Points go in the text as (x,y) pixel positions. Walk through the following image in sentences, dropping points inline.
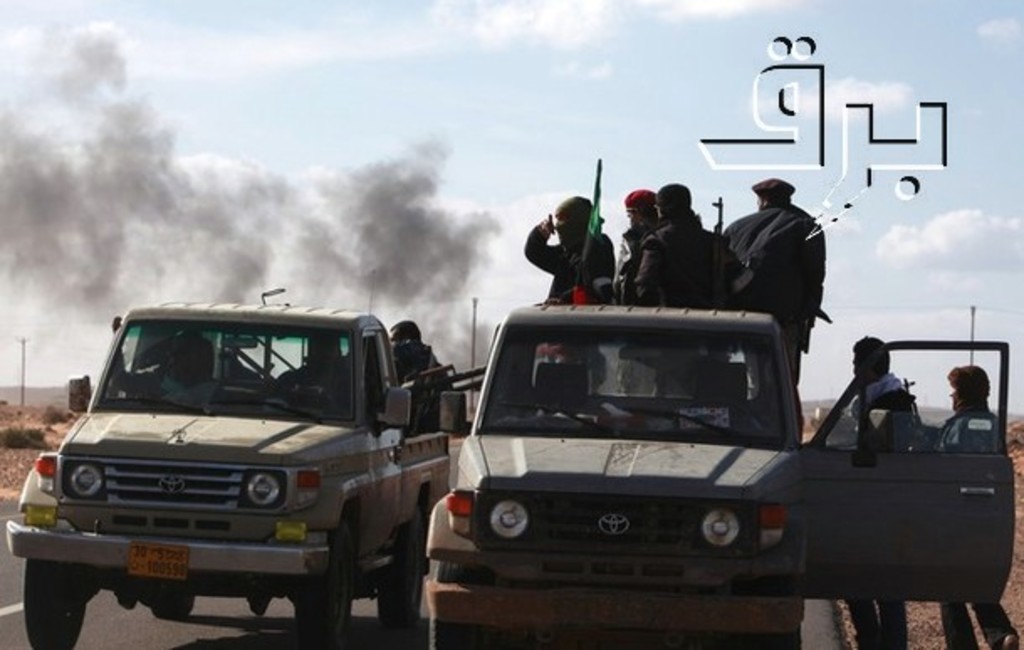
This picture is of outside. On the right (958,382) there are two persons (964,615) standing behind the front door (874,440) of a Car (789,429). In the center (537,388) we can see there are two cars (581,528) in which there are group of persons (658,244). In the background (512,99) we can see the sky (695,69), clouds (655,6), smoke (210,221), pole (24,343), ground (29,399) and on the right (812,125) there is a watermark (809,111) on the image.
